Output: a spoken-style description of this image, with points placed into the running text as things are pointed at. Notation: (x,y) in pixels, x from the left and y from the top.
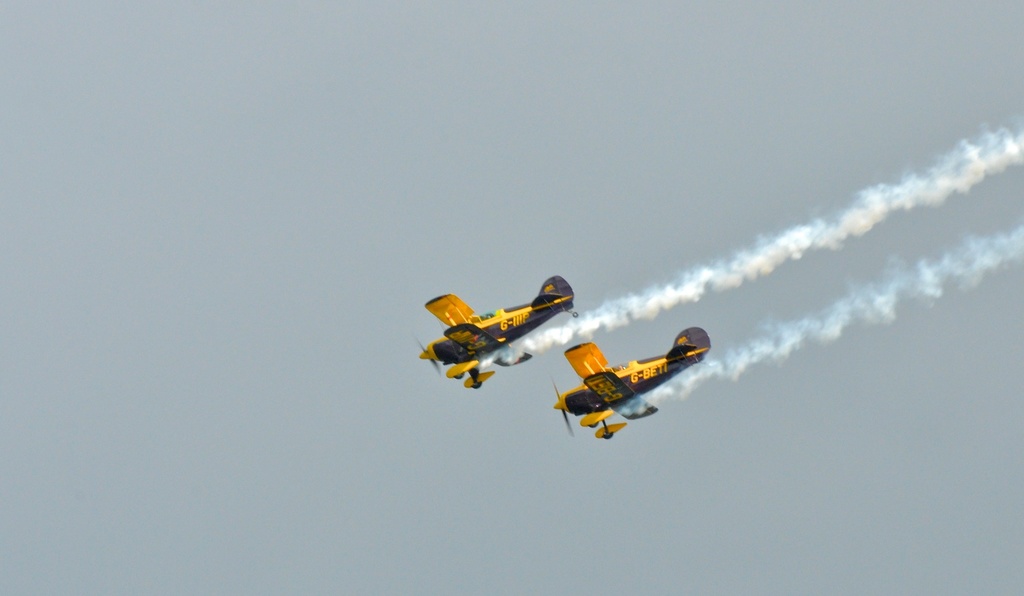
On the right side (705,378), there are two aircraft (504,318), emitting smoke (542,346) and flying in the air (423,381). In the background (686,256), there are clouds (174,442) in the blue sky (516,567).
